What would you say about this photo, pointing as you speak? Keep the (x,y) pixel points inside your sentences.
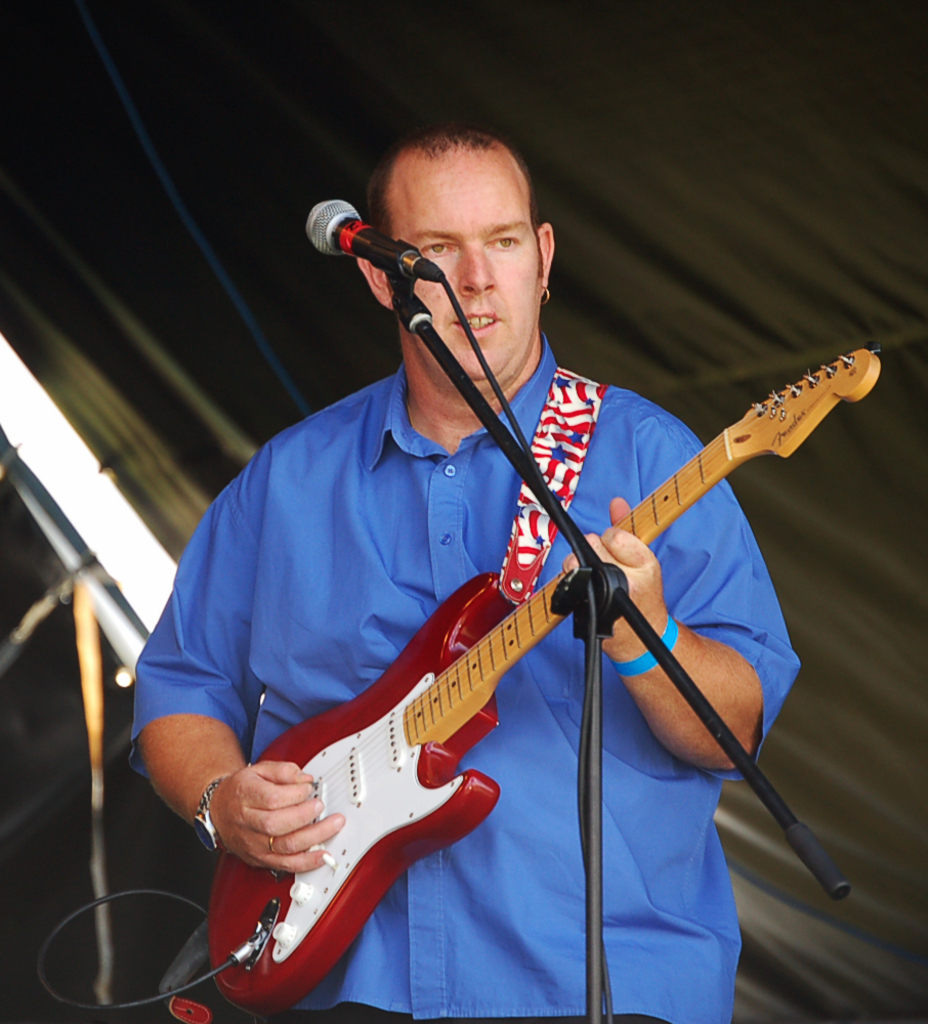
This image is taken indoors. In the middle of the image (411,451) there is a man (370,566) is standing and he is playing music with a guitar (436,744) and there is a mic (353,222). In the background (208,333) there is a curtain (388,139).
